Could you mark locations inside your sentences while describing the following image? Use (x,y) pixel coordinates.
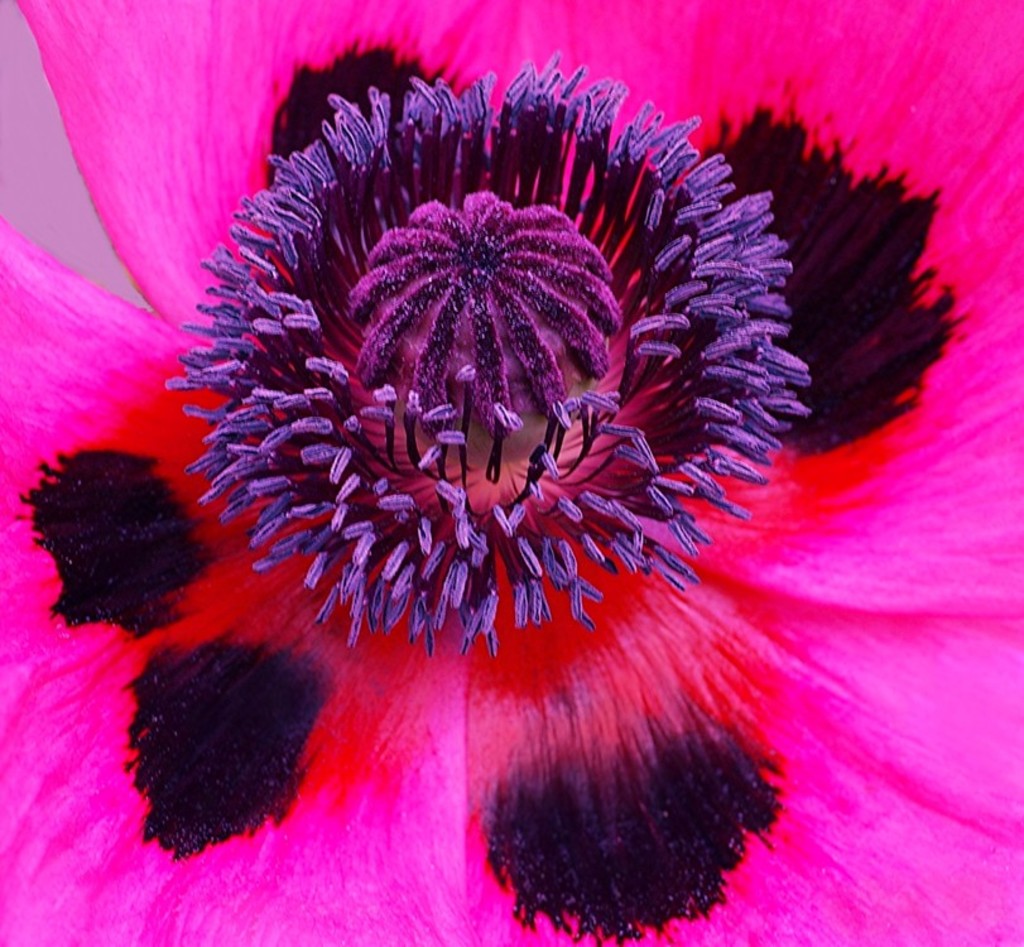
In this image I can see a flower (715,523) in pink, black and purple color.
